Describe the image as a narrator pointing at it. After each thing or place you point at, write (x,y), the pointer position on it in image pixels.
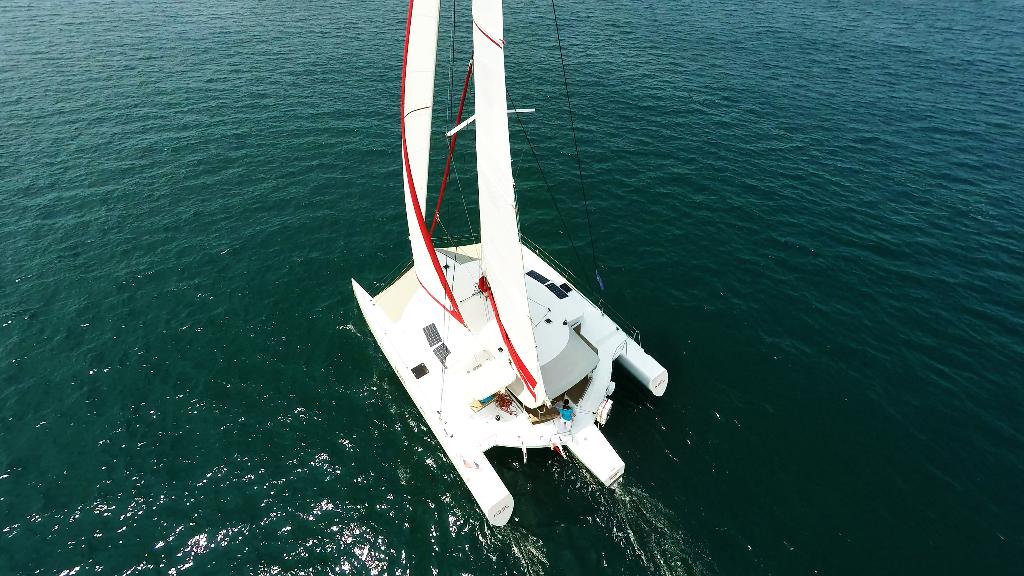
In this image I can see a ship (529,358) which is white and red in color on the surface (368,425) of the water (280,450) which are green in color. I can see a person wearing blue shirt (566,414) and white pant (567,422) is standing on the ship (599,421).
